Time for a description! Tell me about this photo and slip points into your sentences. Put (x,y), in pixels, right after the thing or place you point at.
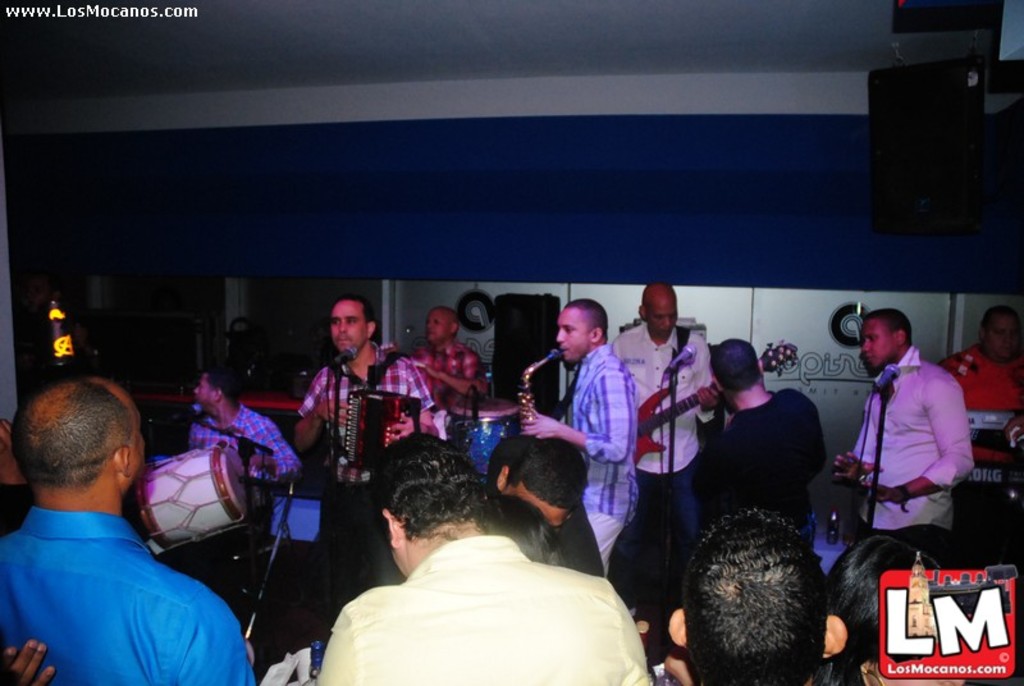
In this image I see few people (1011,361) over here, in which most of them are holding musical instruments (218,523) and few of them are near the mic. I can also see that there are few people (65,685) over here.
